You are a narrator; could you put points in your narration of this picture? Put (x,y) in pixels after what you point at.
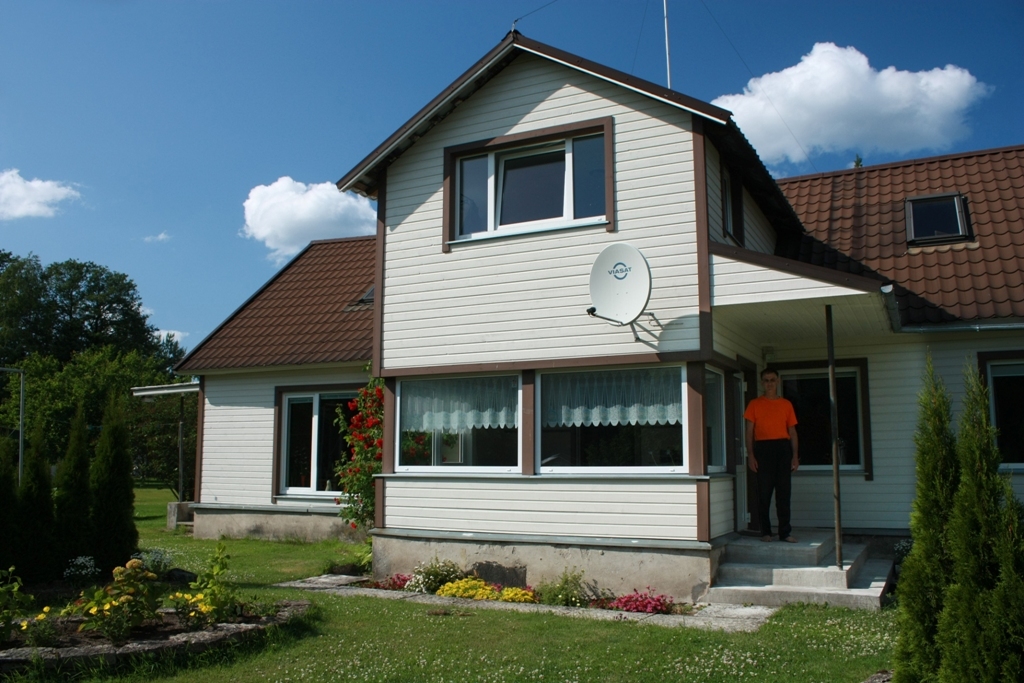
In this image we can see there is a man (751,408) standing under the building (928,240) with glass doors (327,494). Also there are some trees (28,547) and flower plants (69,609) around the building (429,471).
